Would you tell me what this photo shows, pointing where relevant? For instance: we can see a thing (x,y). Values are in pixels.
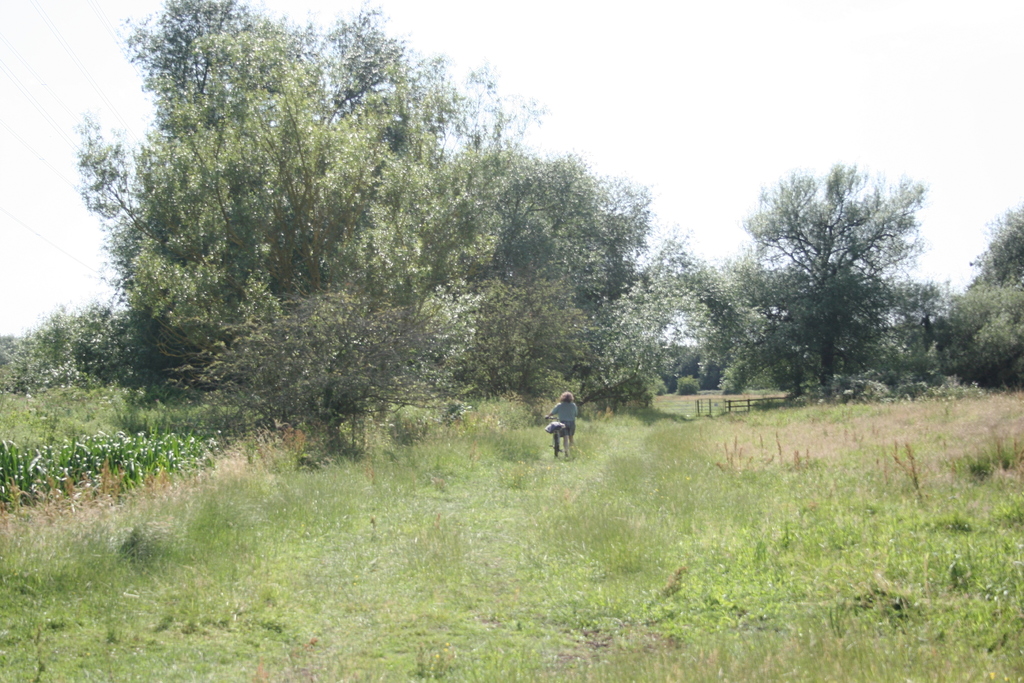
In this picture we can see a woman (567,451) holding a bicycle (553,421) and an object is visible on this bicycle (555,445). Some grass (545,565) is visible on the ground (594,576). Few trees (222,227) are seen in the background (222,227).
